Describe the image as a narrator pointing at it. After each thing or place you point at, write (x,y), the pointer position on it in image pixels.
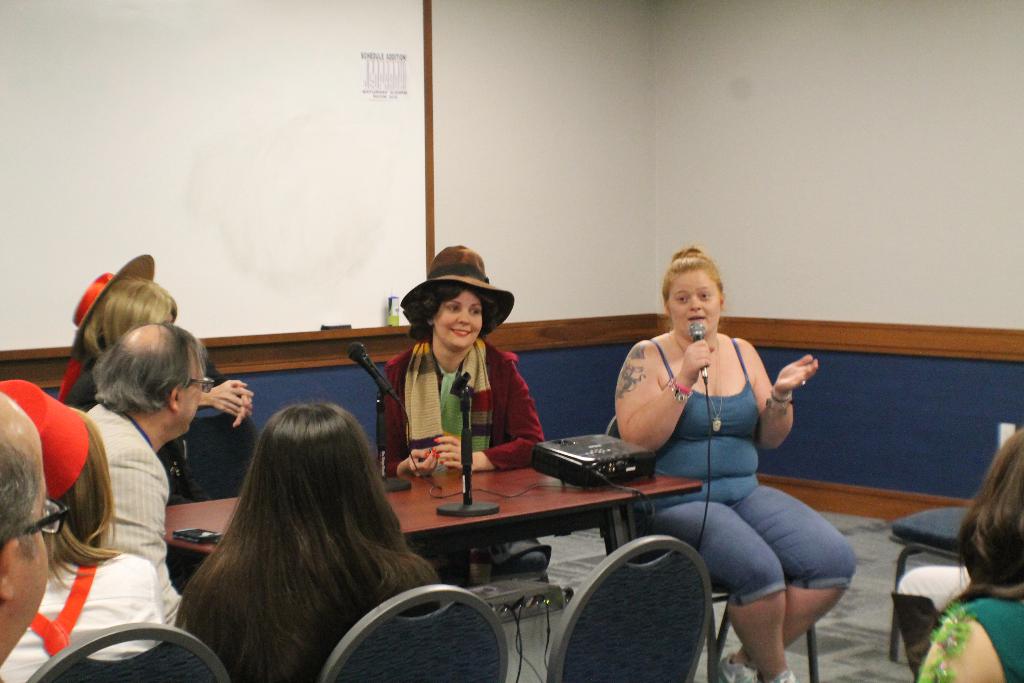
In the image few people (213,556) are sitting on chairs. A lady (757,507) wearing blue dress (741,441) is talking something she is holding a mic (705,373). There is a table (520,499) in between on the table (531,493) there are mics (367,369), a machine (560,463). in the background (619,366) there is a wall (634,146).
